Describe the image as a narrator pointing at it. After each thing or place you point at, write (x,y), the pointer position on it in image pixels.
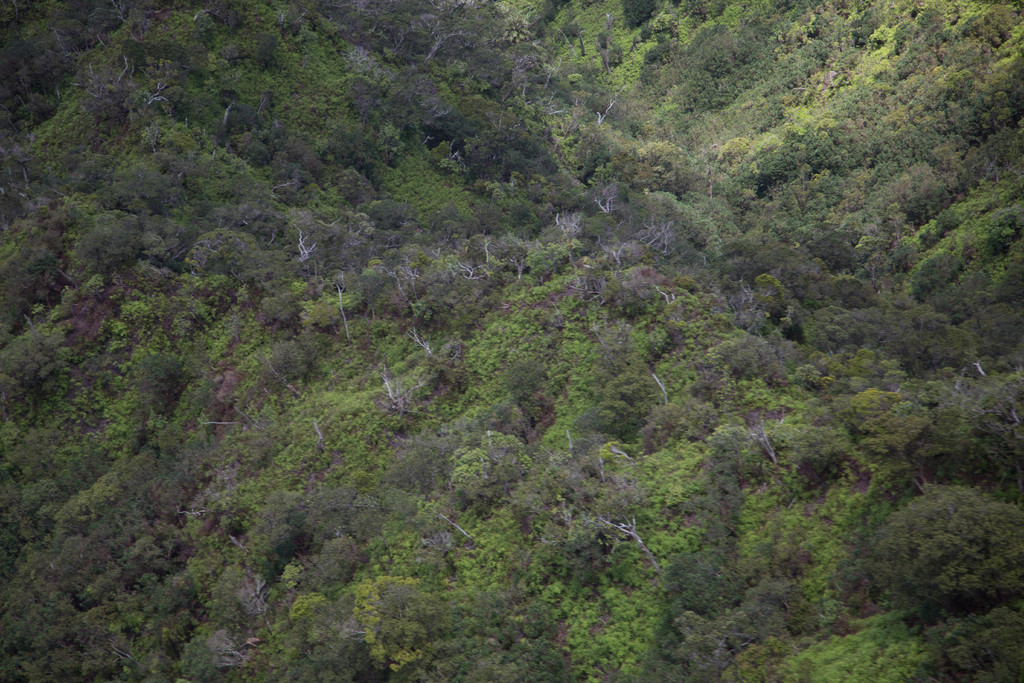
In this image we can see some trees (626,367) and plants (200,338) on the ground (640,270).
